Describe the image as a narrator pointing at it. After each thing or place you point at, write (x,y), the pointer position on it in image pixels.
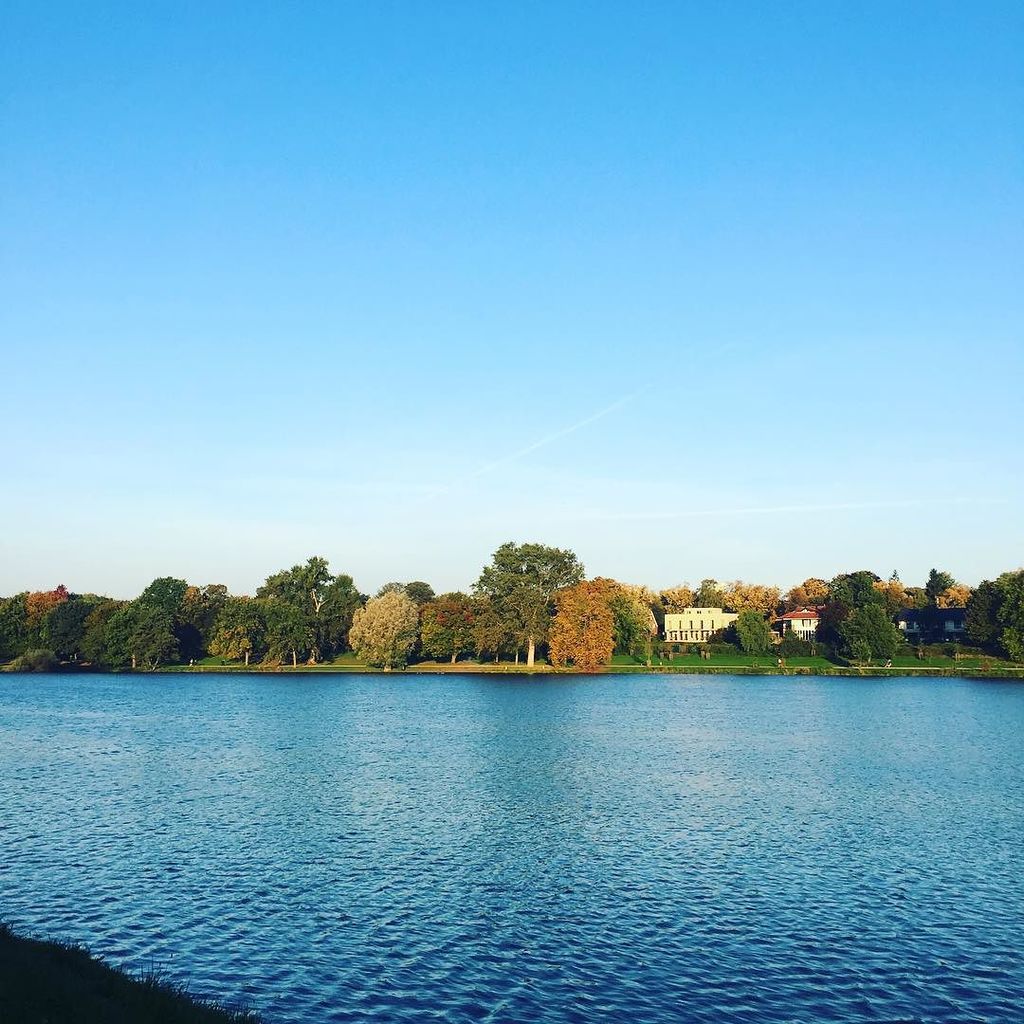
At the bottom (683,780) we can see water (273,864) and on the left side (76,978) at the bottom corner (84,986) we can see the grass (64,966). In the background (703,653) there are trees (637,655), buildings (700,636) and clouds (565,515) in the sky (501,218).
